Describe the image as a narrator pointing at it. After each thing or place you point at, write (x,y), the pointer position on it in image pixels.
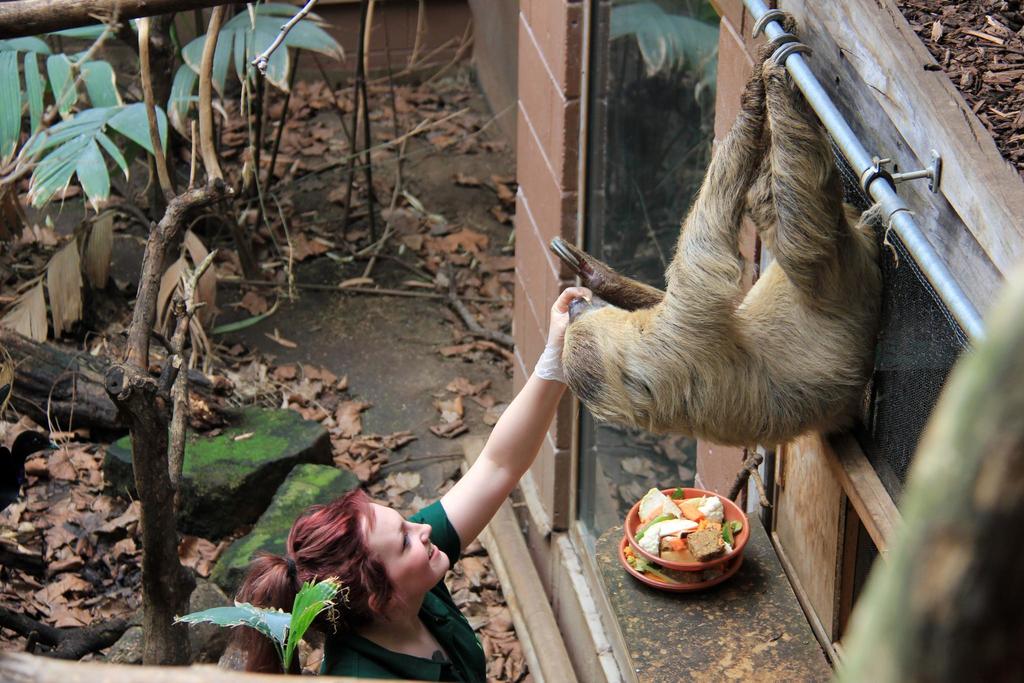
in this picture we can see a sloth (616,294) and a lady (514,462) feeding it.
